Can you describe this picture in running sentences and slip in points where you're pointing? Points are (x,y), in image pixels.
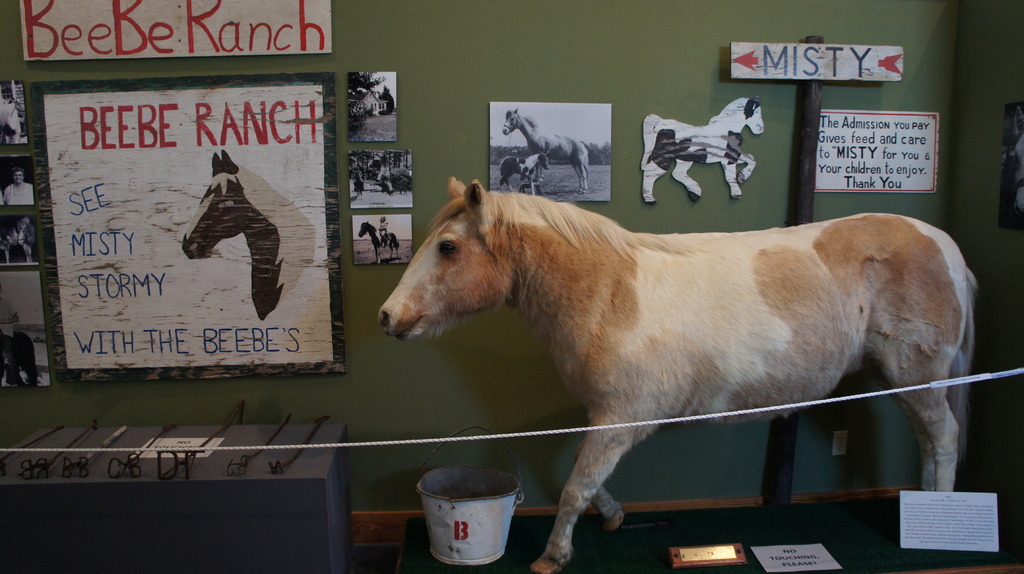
In the background (110,106) we can see the frames (599,172), boards (898,134) on the wall (644,112) and a pole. On a table (191,528) we can see the black objects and a paper note (190,440). In this picture we can see an animal (909,229). It seems like a depiction of an animal (954,424). We can see a bucket (518,493), an object (732,557) and we can see some information (935,528) on the papers (962,529).
